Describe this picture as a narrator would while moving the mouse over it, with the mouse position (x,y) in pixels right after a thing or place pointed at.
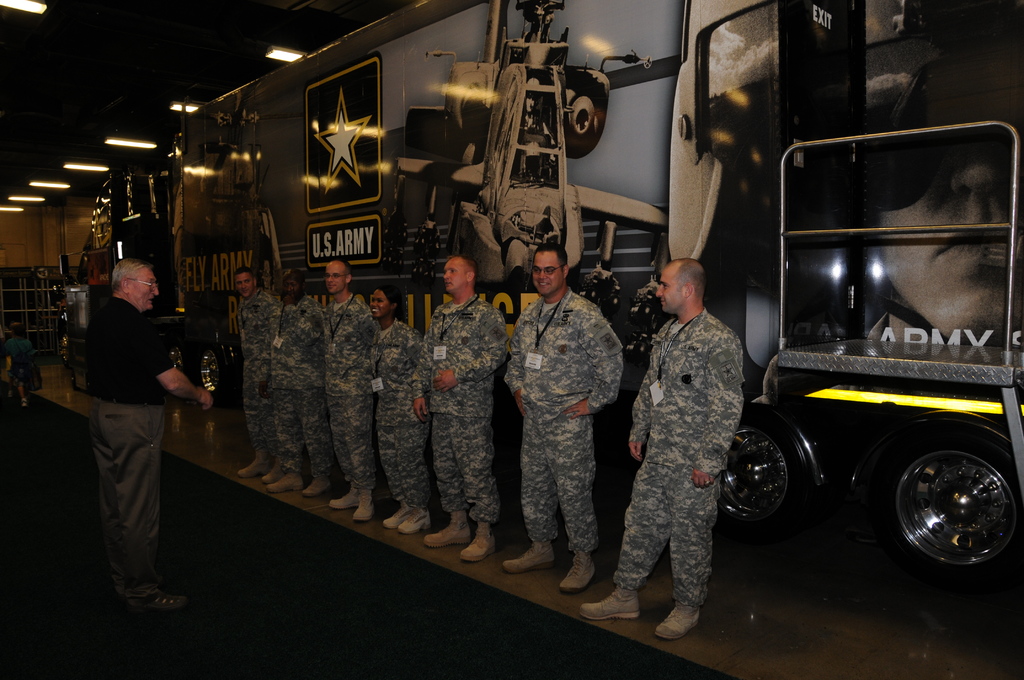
In this image, I can see few people (309,400) standing. This looks like a truck (343,224). These are the wheels (1020,502). I can see the tube lights (273,53). On the left corner of the image (28,371), I can see a person (25,369) walking.
